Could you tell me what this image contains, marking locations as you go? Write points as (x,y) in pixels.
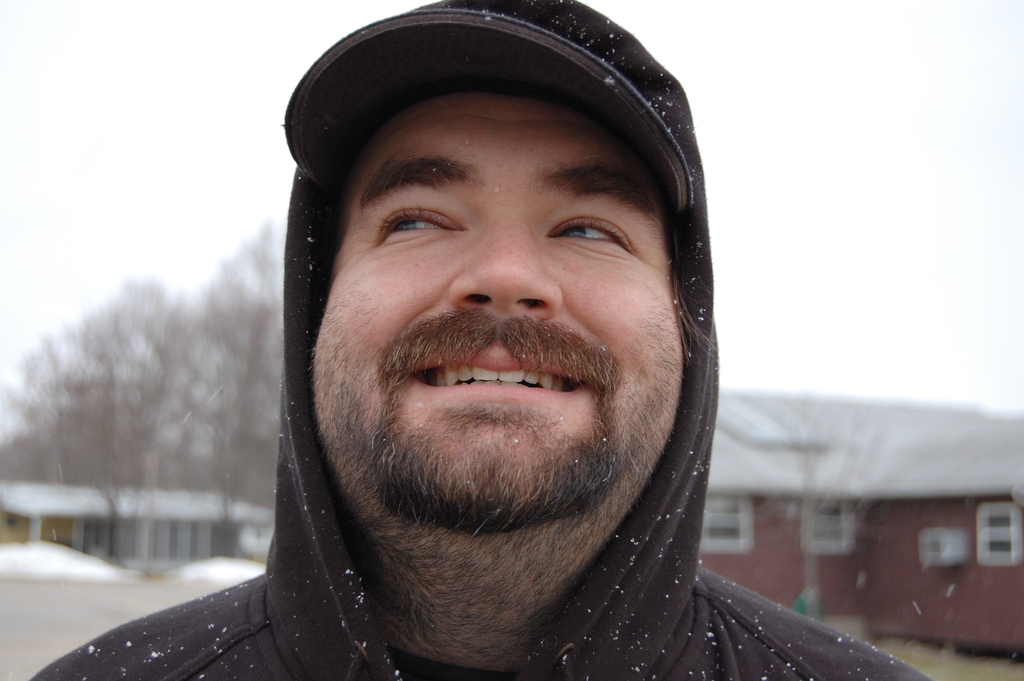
In the middle of the image (455,302) we can see a man (472,323), he wore a cap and he is smiling, behind him we can see few buildings (854,458), trees (266,440) and snow (58,555).
